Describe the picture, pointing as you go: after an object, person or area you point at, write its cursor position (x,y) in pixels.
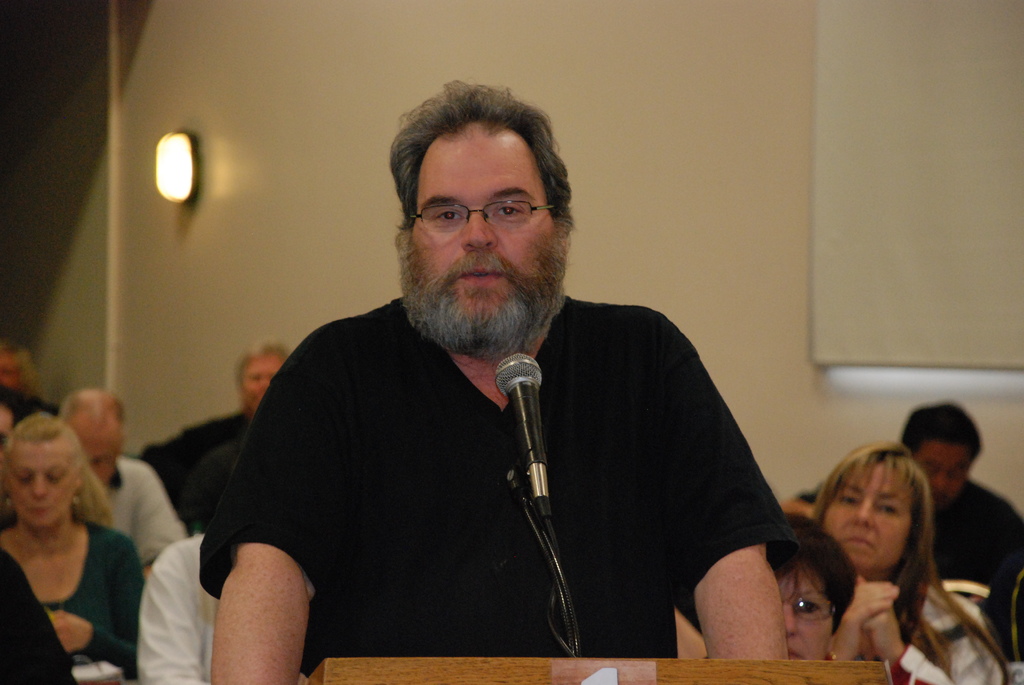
In the center of the image (514,307), we can see a person (526,299) standing and wearing glasses (507,222) and we can see a mic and a podium (714,684). In the background (867,501), there are some other people (843,471) and we can see a board (856,188) and a light (190,145) on the wall (664,78).
